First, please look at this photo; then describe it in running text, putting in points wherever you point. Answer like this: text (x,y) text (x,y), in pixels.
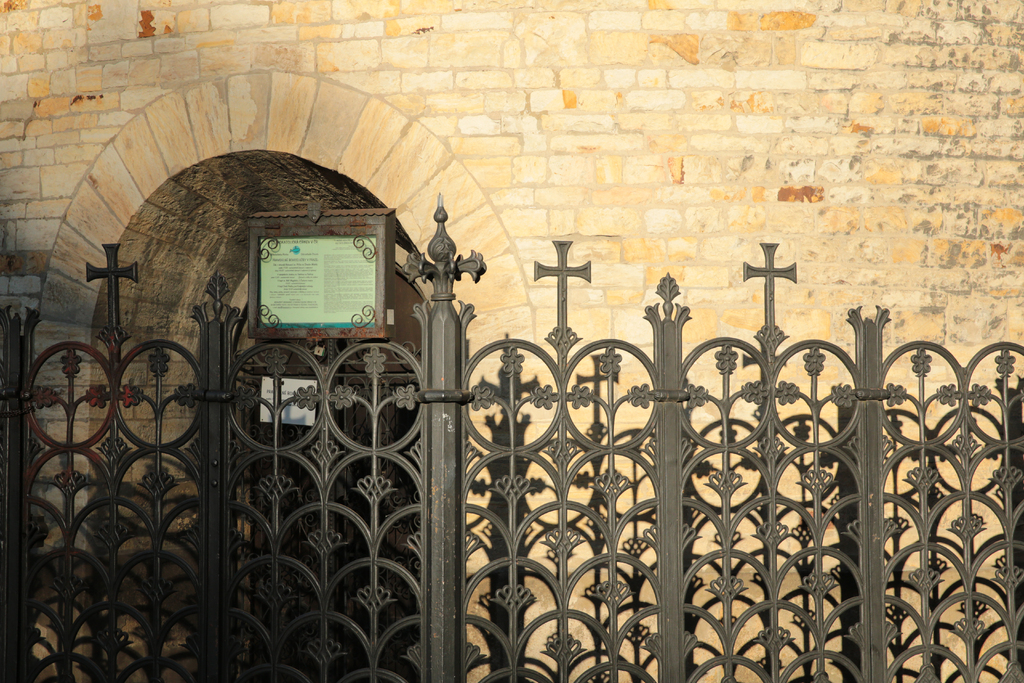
In this image in the center (576,404) there is a gate (774,505) and in the background (395,131) there is a wall (105,234) door (380,514) and one board (267,278), on the board (335,246) there is some text (331,303).
